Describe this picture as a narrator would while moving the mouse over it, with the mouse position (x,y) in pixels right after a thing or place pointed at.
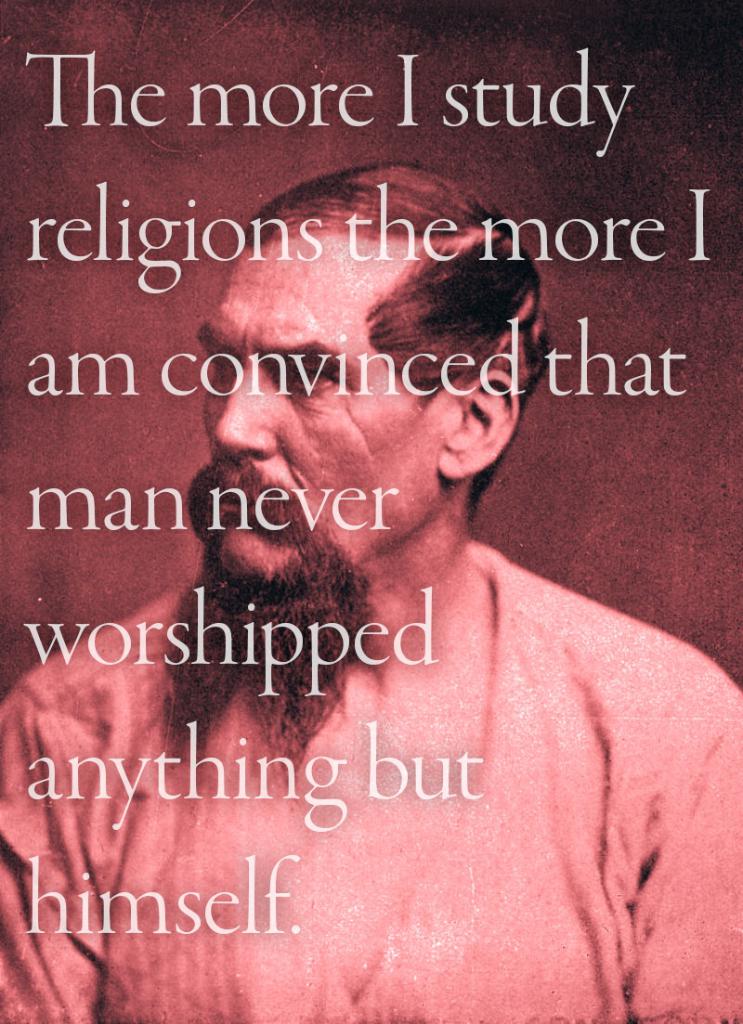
This is a poster and in this poster we can see a man (299,501) and some text (360,641).
